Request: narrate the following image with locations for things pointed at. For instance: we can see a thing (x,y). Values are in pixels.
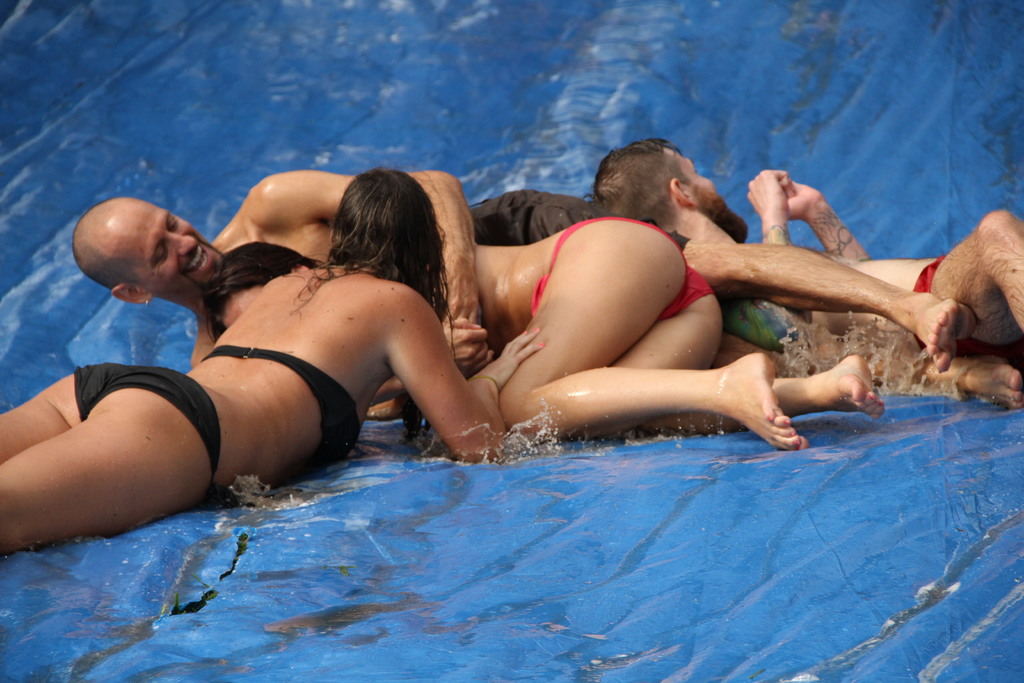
In this image I can see few persons (288,319) lying on the blue colored surface (525,491) and I can see water (545,494) on the blue colored surface (596,567).
